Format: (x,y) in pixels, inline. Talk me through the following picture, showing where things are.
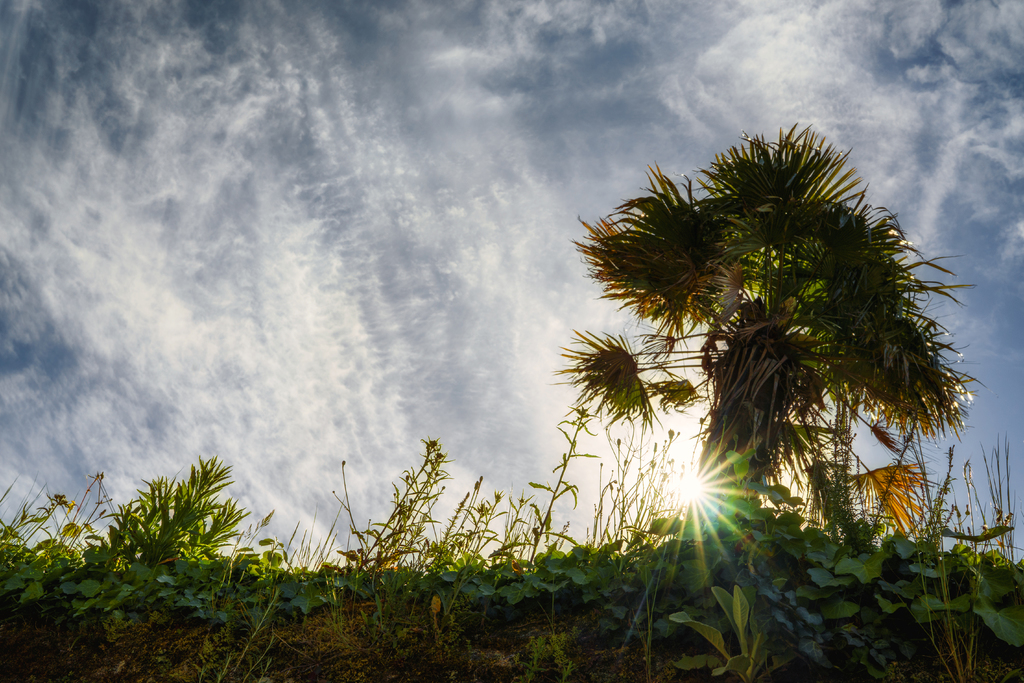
In this picture I can see a tree (764,397) on the right side (835,410) and there are clouds (368,331) in the sky (491,208).
